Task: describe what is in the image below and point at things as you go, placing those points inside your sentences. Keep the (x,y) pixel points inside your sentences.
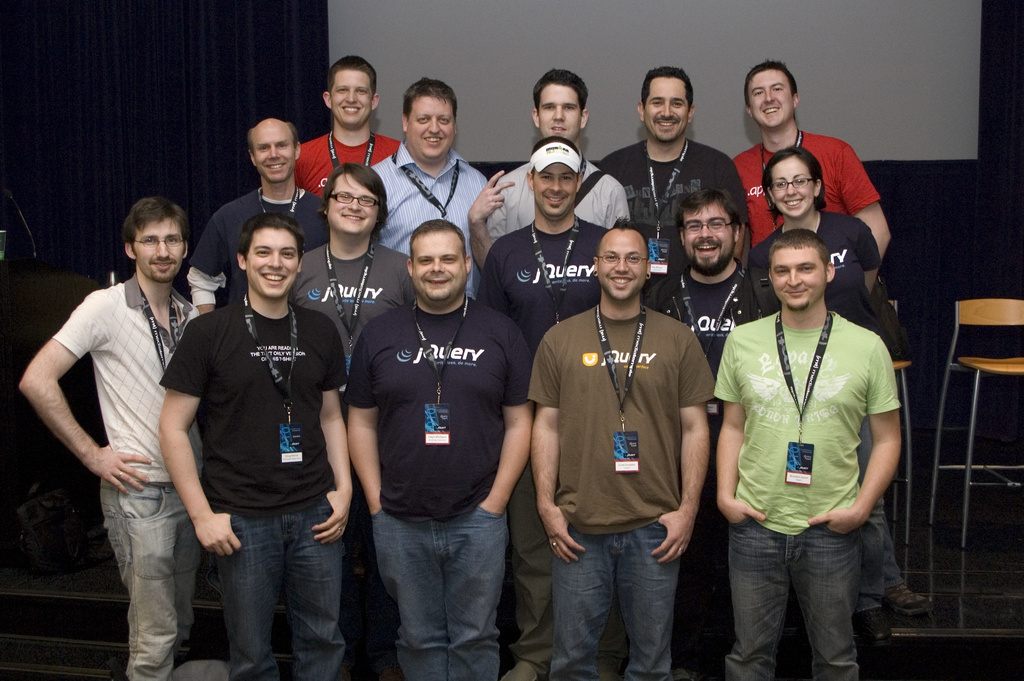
This image is taken indoors. At the bottom of the image (94,658) there is a floor (933,642). On the right side of the image (990,339) there are two empty chairs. In the background (118,199) there is a wall (264,53) with a board (463,33). In the middle of the image (390,399) there is a woman (859,304) and fourteen men (653,368) are standing on the floor (988,626). They have worn identity cards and T-shirts (319,261).
